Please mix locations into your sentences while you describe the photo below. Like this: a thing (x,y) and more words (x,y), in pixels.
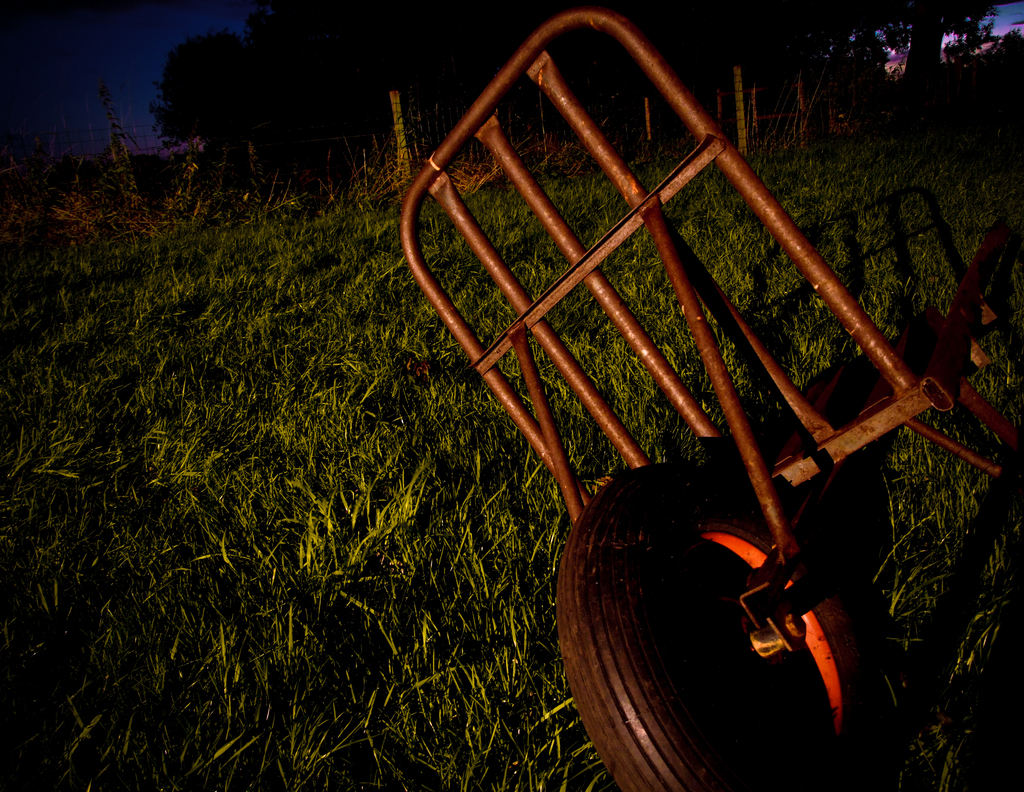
In this picture we can see a grass trolley (718,524) on the grass (400,700). Behind the trolley (492,109) there are trees (269,86) and the sky (121,78).
